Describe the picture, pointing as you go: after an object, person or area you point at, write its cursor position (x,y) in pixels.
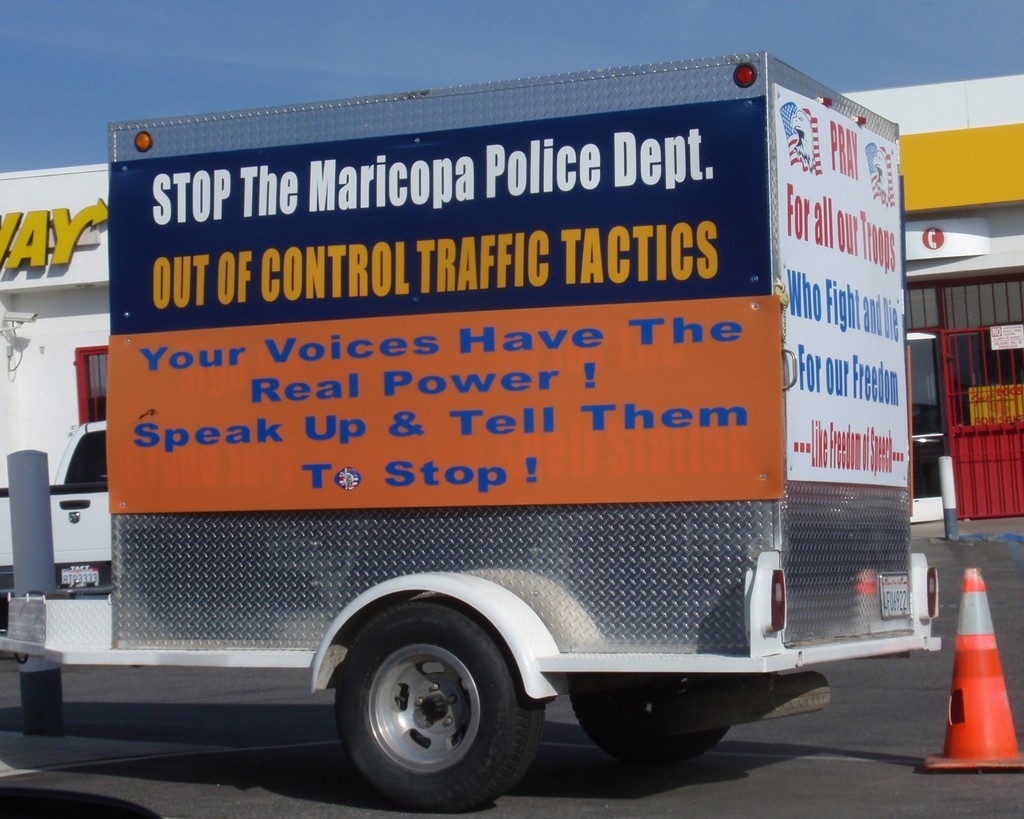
In this picture we can see a vehicle (620,595), traffic cone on the road (571,727), posters (340,248), rods (970,351), name boards (1015,344) and some objects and in the background (808,21) we can see the sky (332,83).
